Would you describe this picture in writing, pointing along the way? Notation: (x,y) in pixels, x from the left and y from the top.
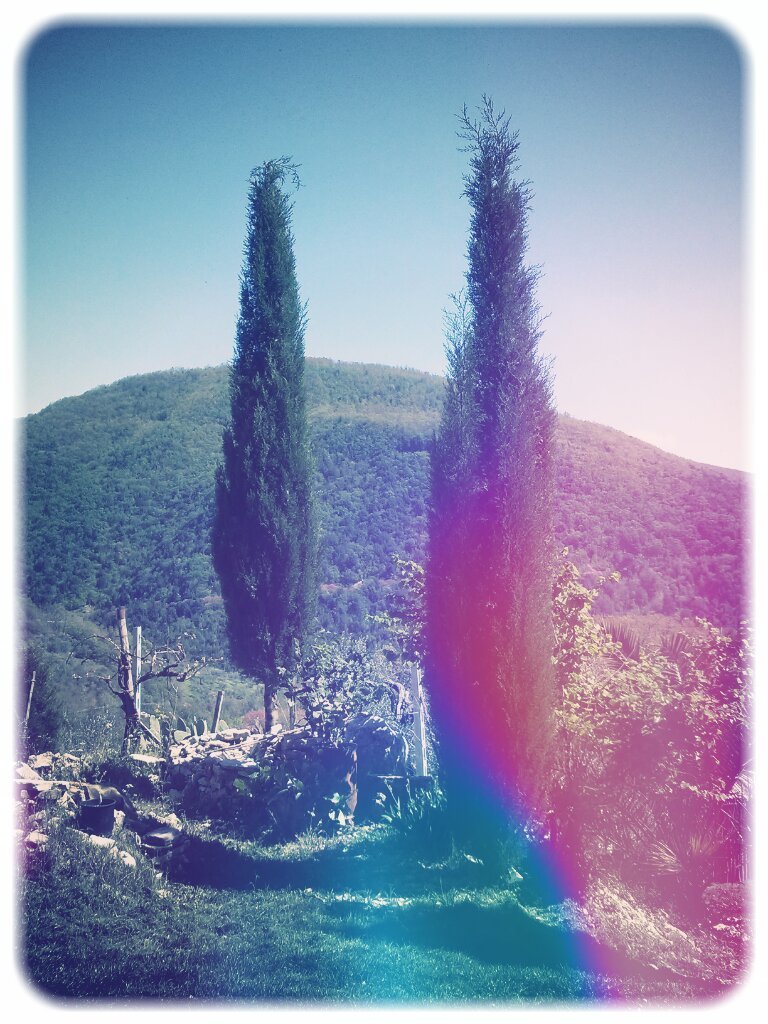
I see that this image is edited and I see the green grass (712,979), plants (623,771) and the trees (299,642). In the background (409,346) I see the hills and the sky (560,61).
